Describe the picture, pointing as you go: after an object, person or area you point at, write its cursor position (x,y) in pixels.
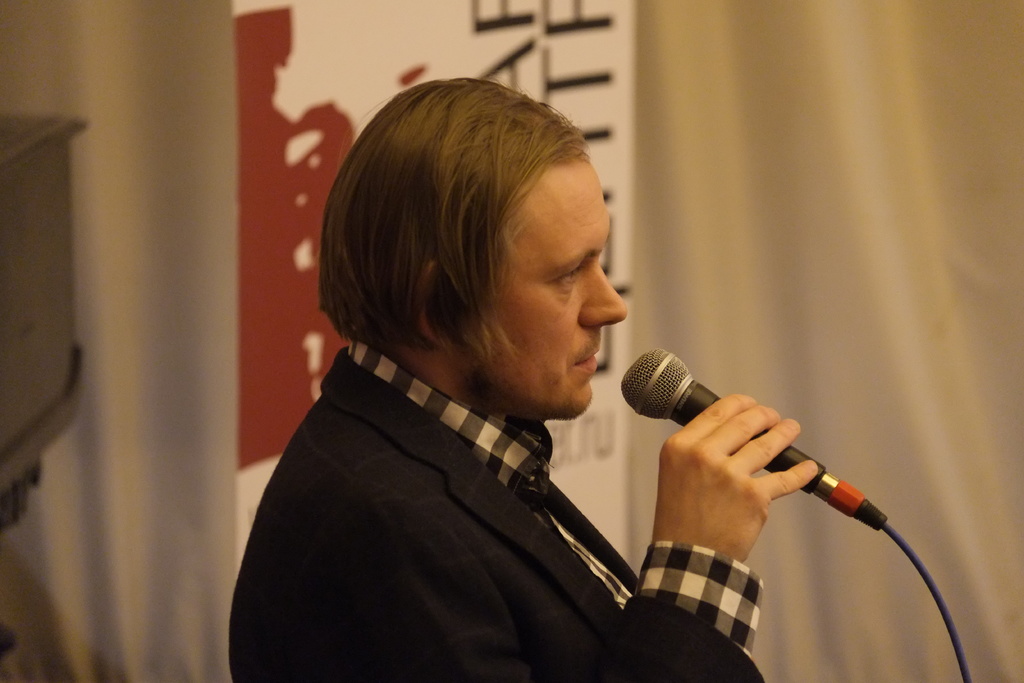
In this picture we can see a man (509,131) with a short hair (464,140), he is holding a mike (843,485) in his hand (812,474). In the background (867,118) we can see a cream curtain cloth (167,40), a board (450,54) and on the left side (64,172) we can see an object (64,172).
